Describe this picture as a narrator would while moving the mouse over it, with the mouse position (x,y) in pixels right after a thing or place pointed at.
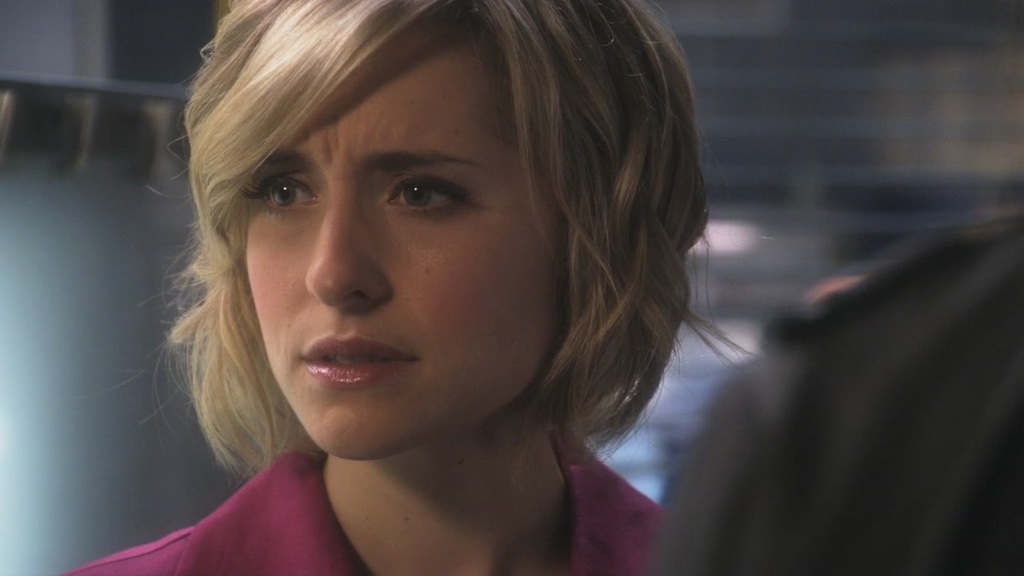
In this image I can see a woman (480,320) is looking at the left side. On the right side (840,454), it seems to be a person (863,341). The background (896,97) is blurred.
